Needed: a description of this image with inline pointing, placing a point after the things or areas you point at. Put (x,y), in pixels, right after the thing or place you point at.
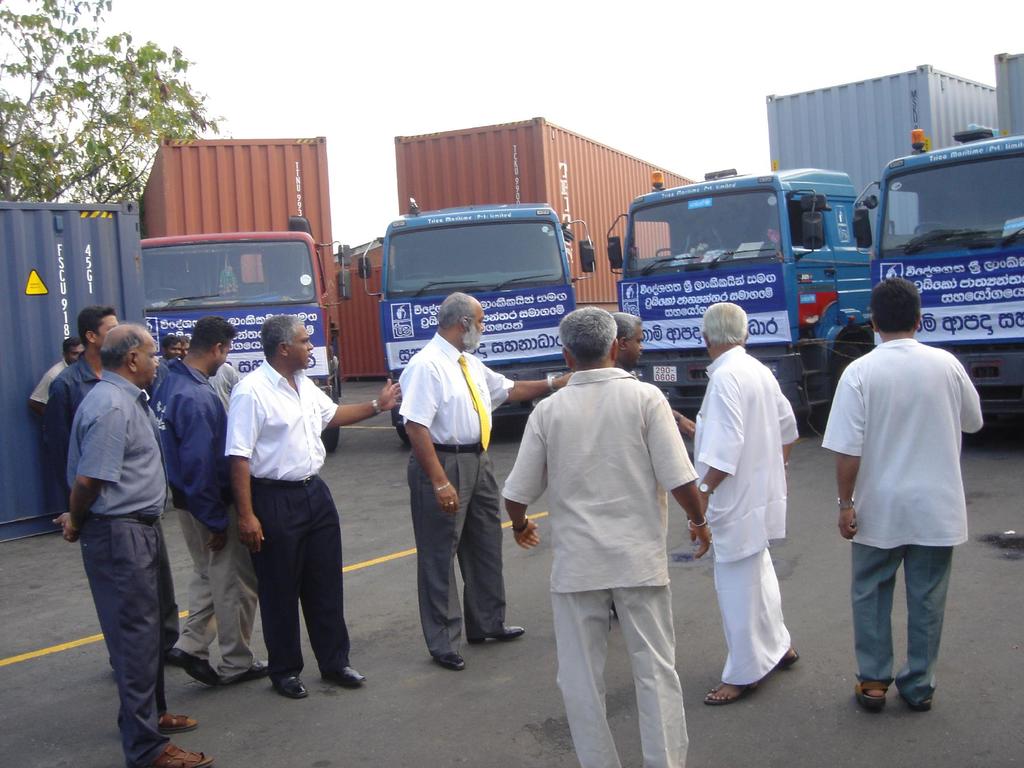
There are people (277,344) standing and we can see vehicles (147,277) on the surface (971,460). Left side of the image (115,57) we can see tree (67,14) and we can see sky (527,24).
